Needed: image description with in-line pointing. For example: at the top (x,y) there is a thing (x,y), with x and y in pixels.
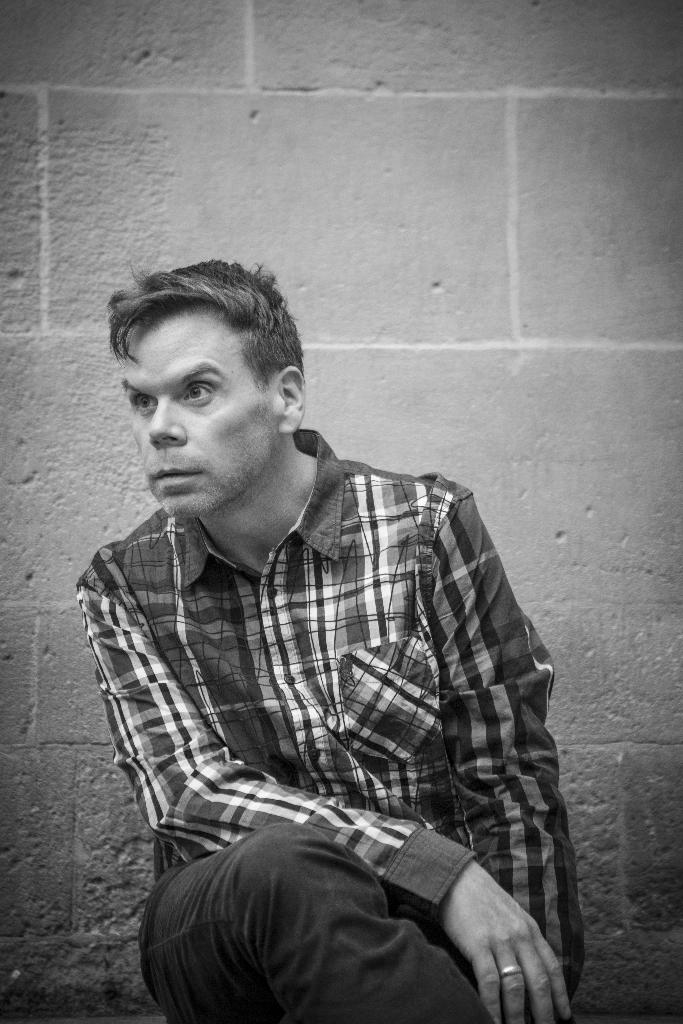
In this picture we can see a man (372,703) sitting, in the background (399,380) there is a wall (429,319), it is a black and white picture.
